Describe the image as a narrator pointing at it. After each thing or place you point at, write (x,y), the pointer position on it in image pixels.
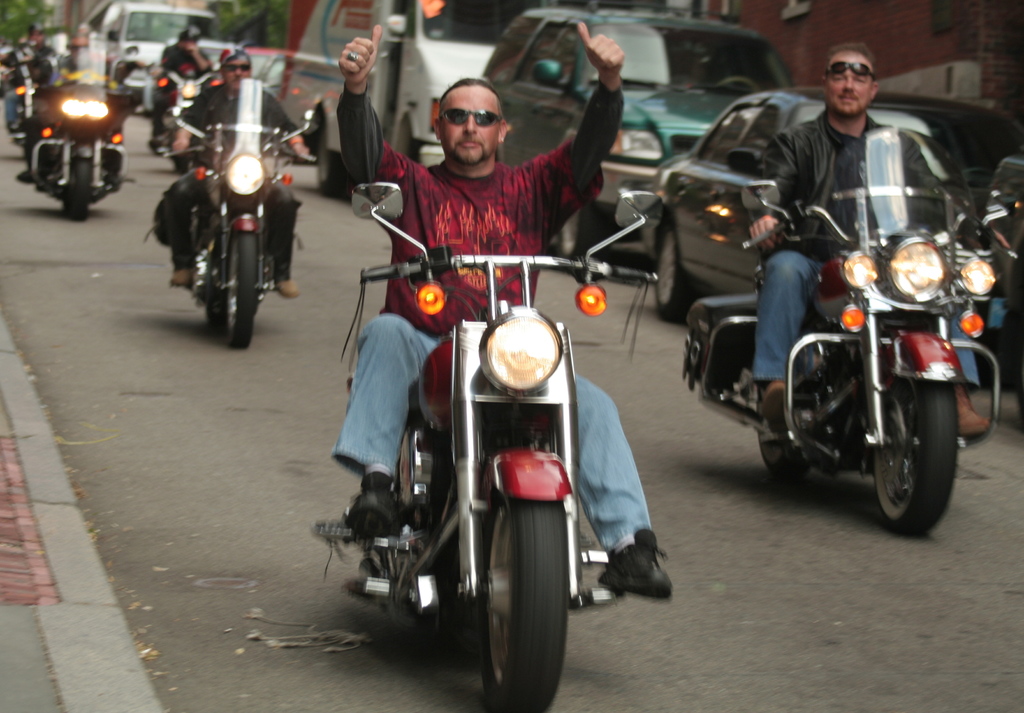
In this image there are group of people (200,182) riding a bike (831,400) on the road (176,392). The person (467,230) in the center (468,286) with a red colour shirt (479,213) is riding a bike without putting his hands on the handle (455,257). In the background (538,58) there are two cars (723,127), one van (405,49). At the right side (834,254) the person (799,172) wearing black colour jacket (819,189) is riding a bike (893,244) and is having smile on his face (851,98).
